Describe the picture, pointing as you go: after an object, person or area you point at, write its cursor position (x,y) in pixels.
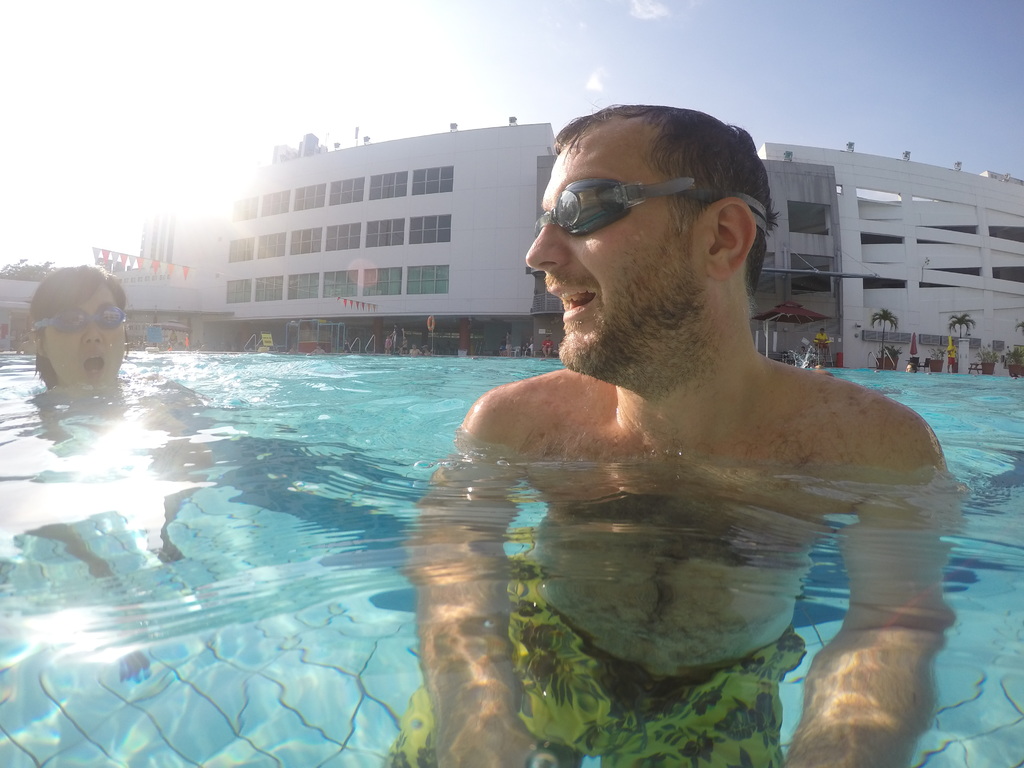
In the picture I can see two persons (610,499) in water (187,410) and there are few trees (882,325), buildings (378,221) and some other objects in the background (476,222).
